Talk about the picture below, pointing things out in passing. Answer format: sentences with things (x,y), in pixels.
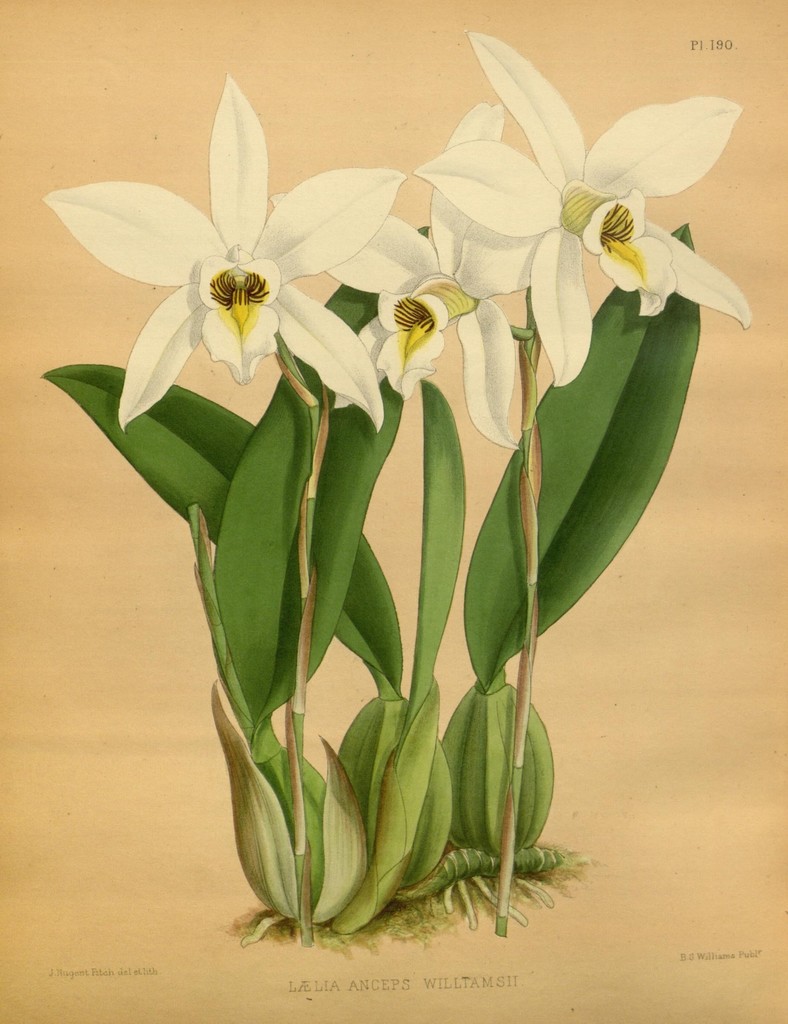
This is a painting of an image. In the image there are flowers (485,163) with leaves (328,517). And also there is some text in the image.
